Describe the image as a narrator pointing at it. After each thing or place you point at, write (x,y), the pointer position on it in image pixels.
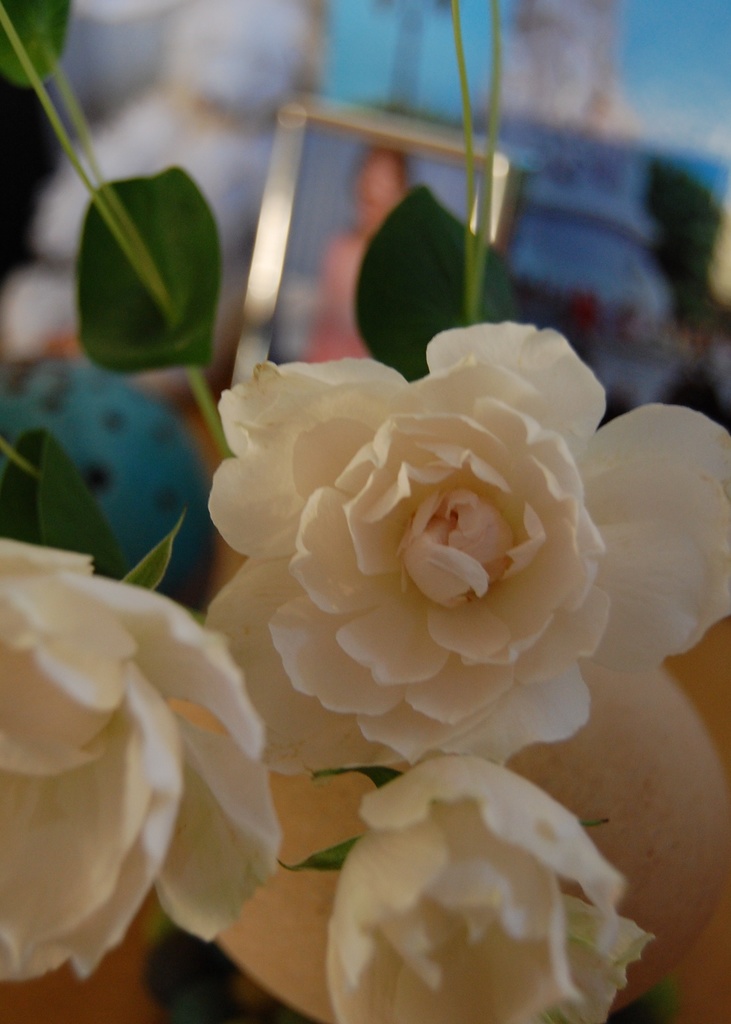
In this image we can see group of flowers (569,690), leaves (394,308) and in the background (309,142) we can see a photo frame (356,136).
